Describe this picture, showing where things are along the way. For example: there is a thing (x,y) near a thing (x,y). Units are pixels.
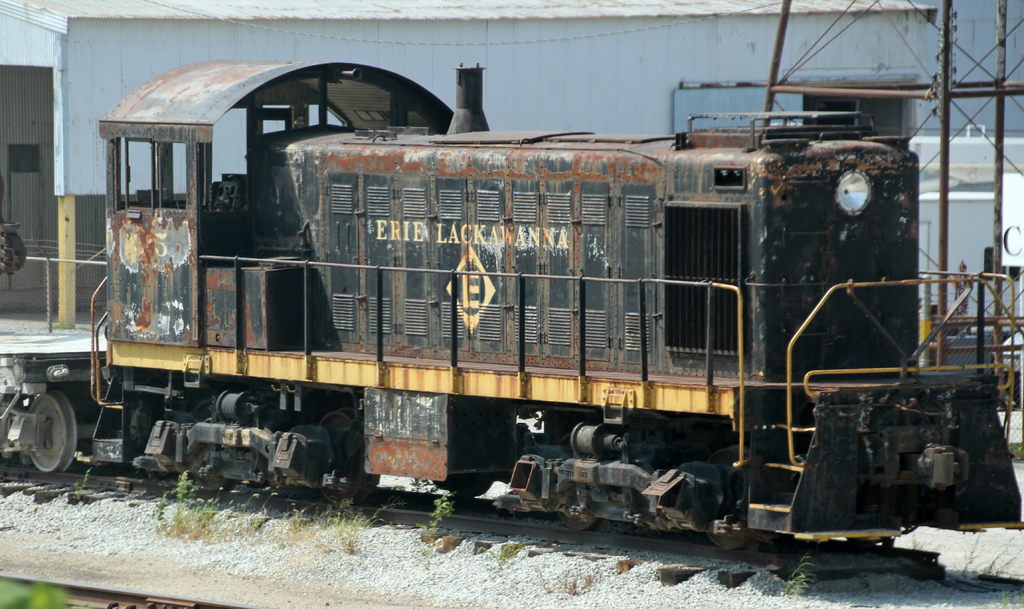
In this picture there is a old and damaged train engine (494,441) is parked on the track (538,526). Behind there is a white color shed warehouse (82,59).
